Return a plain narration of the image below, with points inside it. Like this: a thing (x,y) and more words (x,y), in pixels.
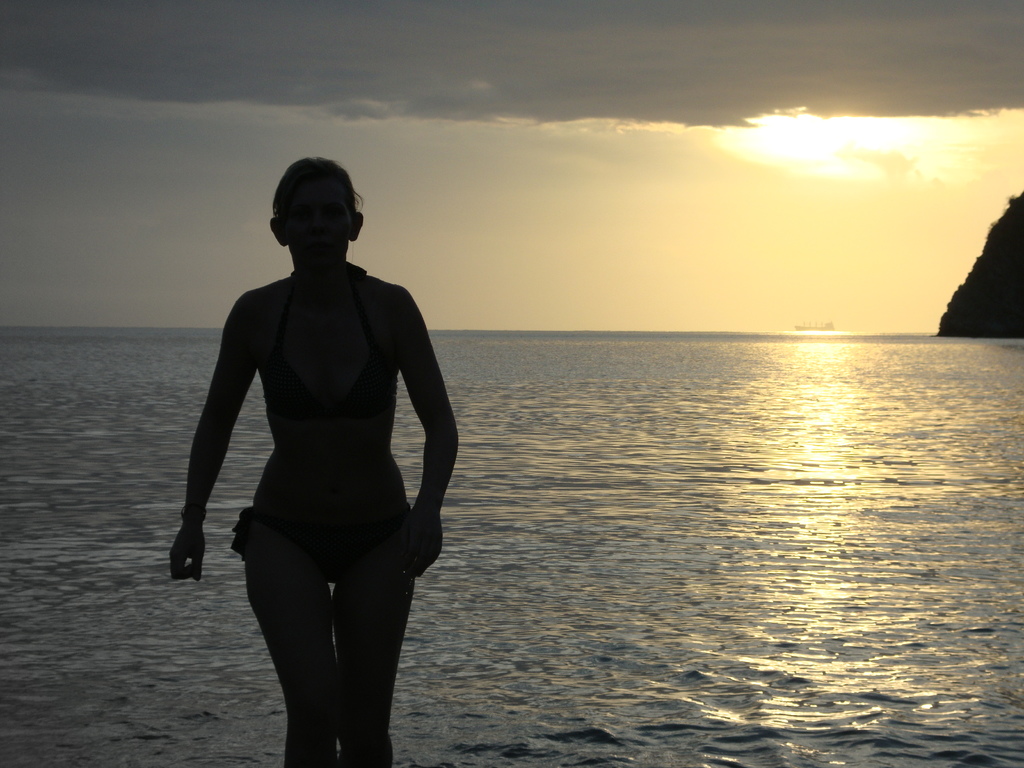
In this picture we can see a person (311,575) is standing in the water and behind the person (317,403) there is water (525,411) and a sky (610,235).
